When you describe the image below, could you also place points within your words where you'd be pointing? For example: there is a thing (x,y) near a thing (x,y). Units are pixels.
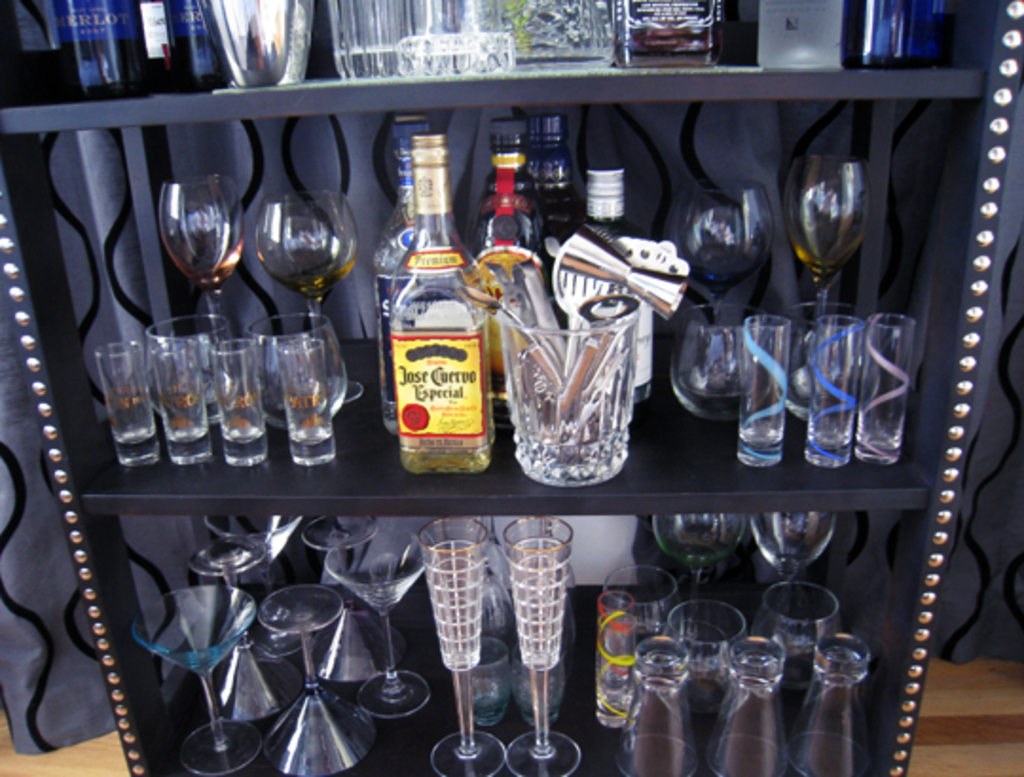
There is a black shelf (489,83) which has wine bottles (467,309) and glasses (538,373) in it.
